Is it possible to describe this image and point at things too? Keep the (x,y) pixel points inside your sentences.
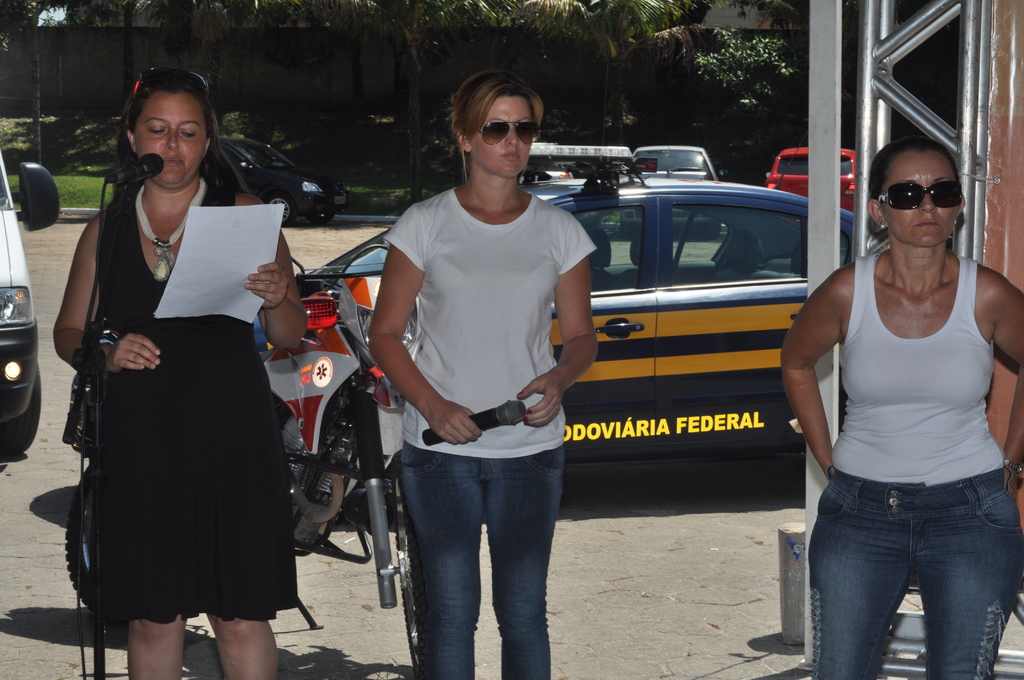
In this image, I can see three women (560,390) standing. Behind the women (115,195), there are vehicles (277,172) on the road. On the right side of the image (860,257), I can see a truss (913,22). In the background (92,58), there are trees (133,68) and a wall (273,63).
